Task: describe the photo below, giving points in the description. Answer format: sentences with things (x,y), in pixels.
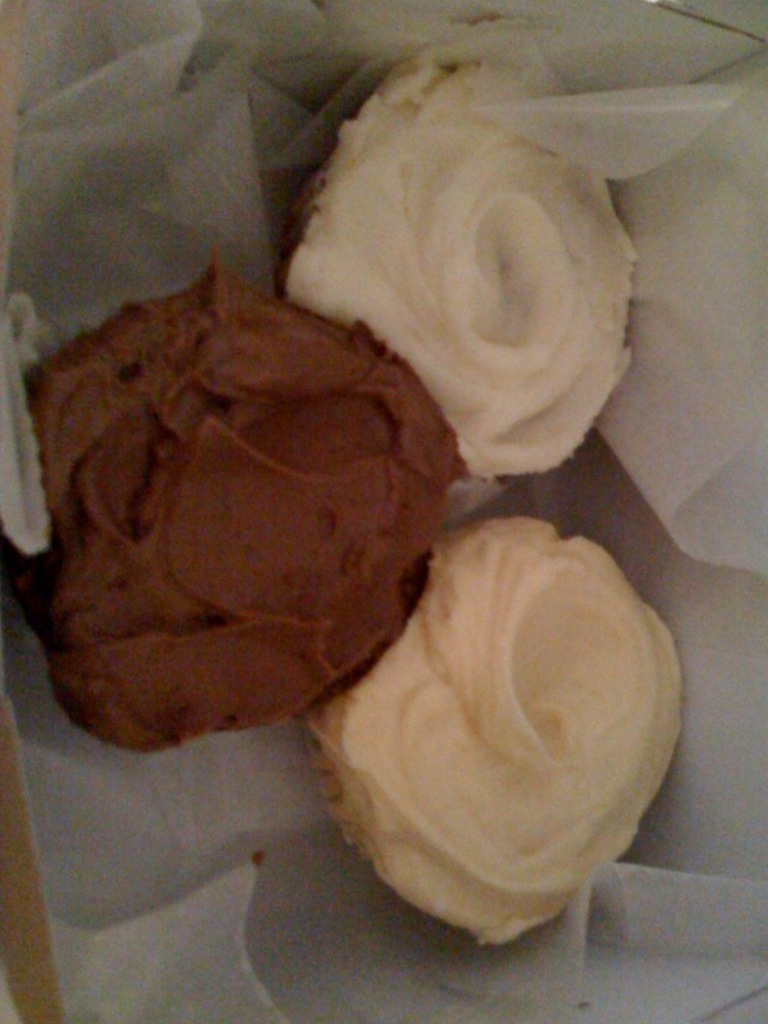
In this picture we can see food items (349,485) on a paper (215,218).
